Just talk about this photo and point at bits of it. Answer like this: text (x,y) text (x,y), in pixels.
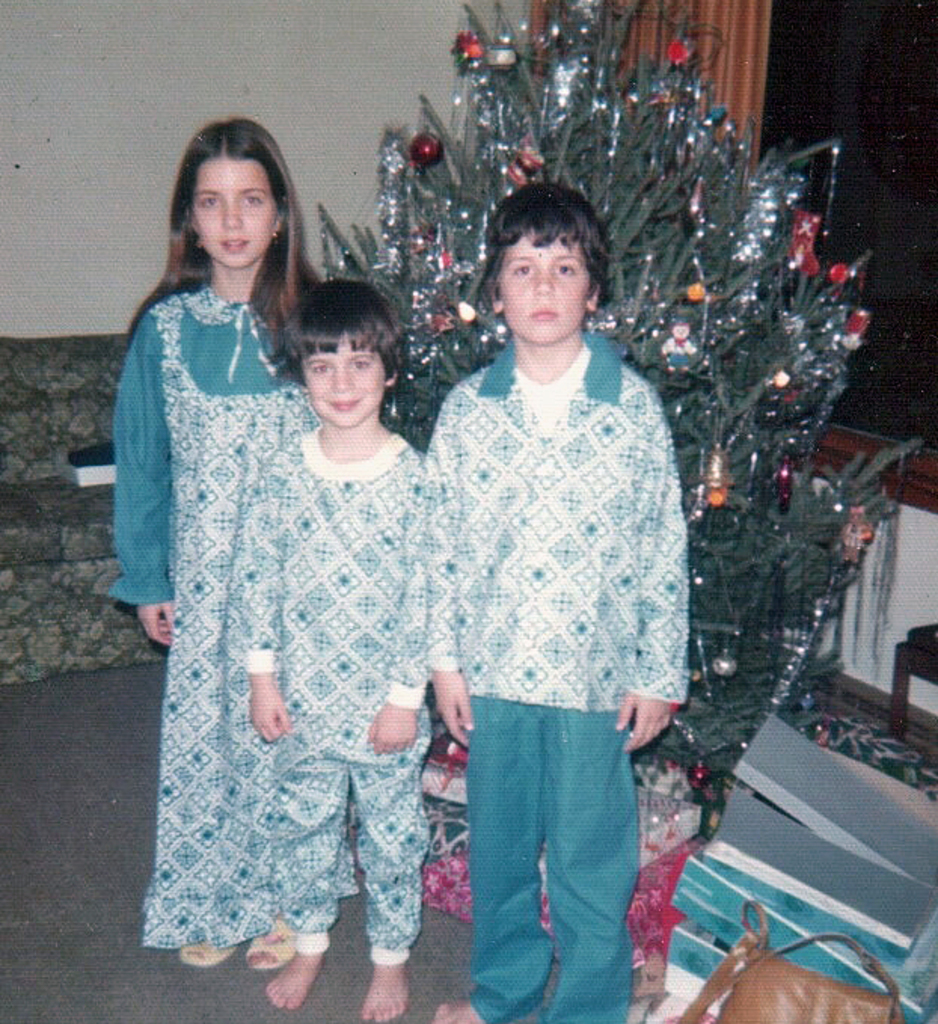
In this image we can see group of children (311,277) are standing, there is a tree (637,217), there is a sofa (77,508) on the carpet (88,953), there is a wall (256,71).
